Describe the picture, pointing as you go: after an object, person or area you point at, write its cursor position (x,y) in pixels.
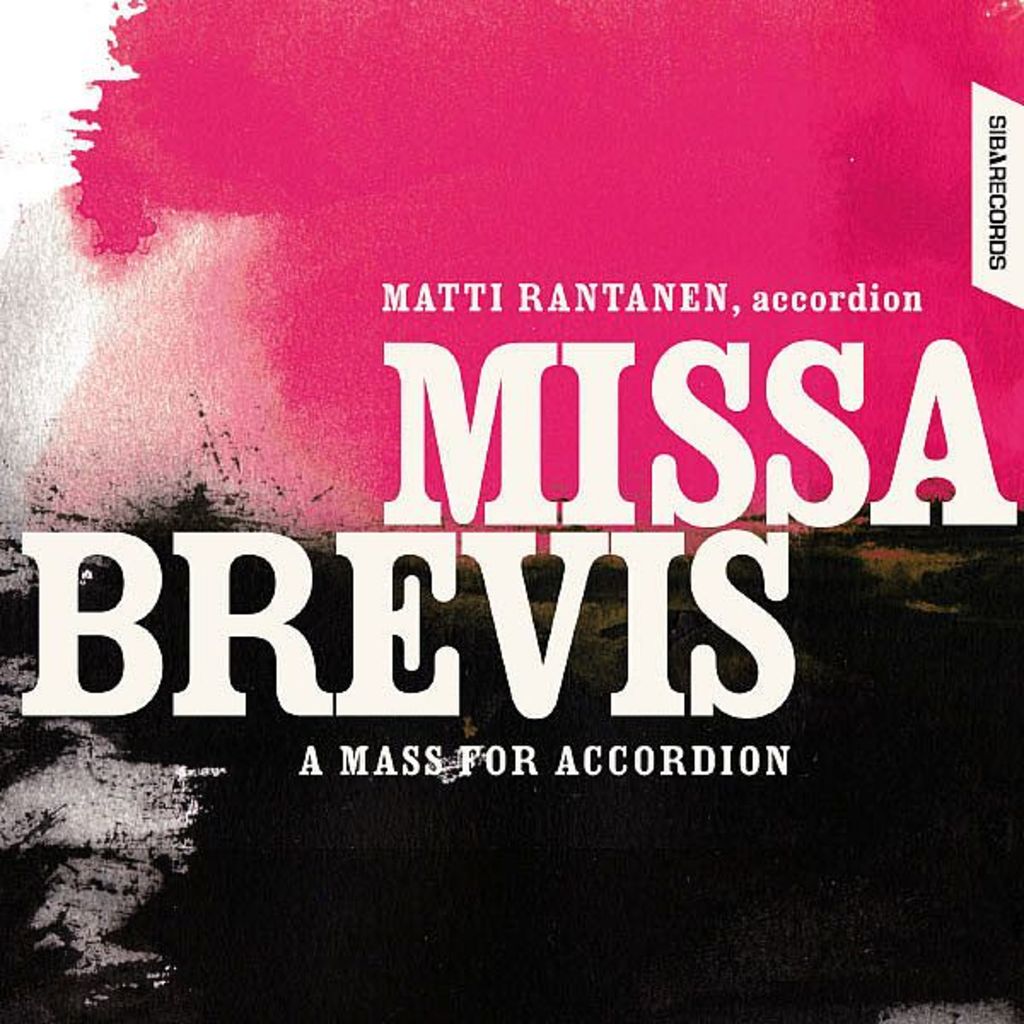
In this picture I can see something is written in the center of this image (566,422) and I see the background (181,84) which is of pink, white and black color.
